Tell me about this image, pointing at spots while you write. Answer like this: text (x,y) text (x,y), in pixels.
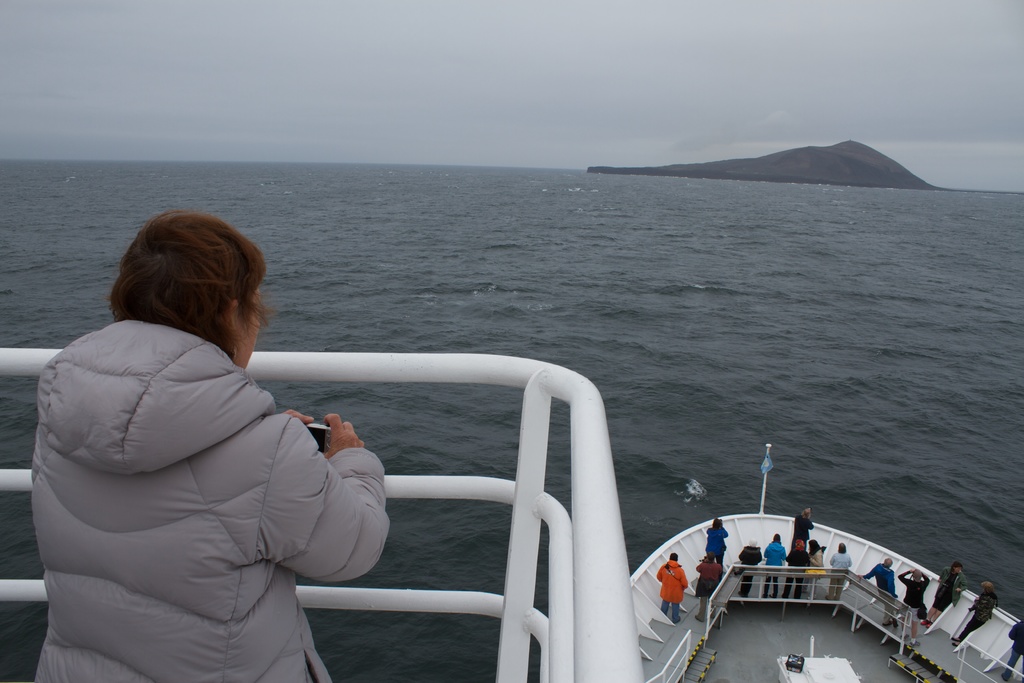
In this image, in the left corner (109,430), we can see a woman (245,423) standing and holding a camera (328,444) in his hand (344,443). On the left side (326,370), we can also see a metal rod (582,649). On the right side (887,610), we can see a group of people (1023,625) standing on the boat (724,616). In the background (381,204), we can see water (794,241) in an ocean (737,189), rocks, at the top (692,47), we can see a sky (525,86) which is cloudy.
